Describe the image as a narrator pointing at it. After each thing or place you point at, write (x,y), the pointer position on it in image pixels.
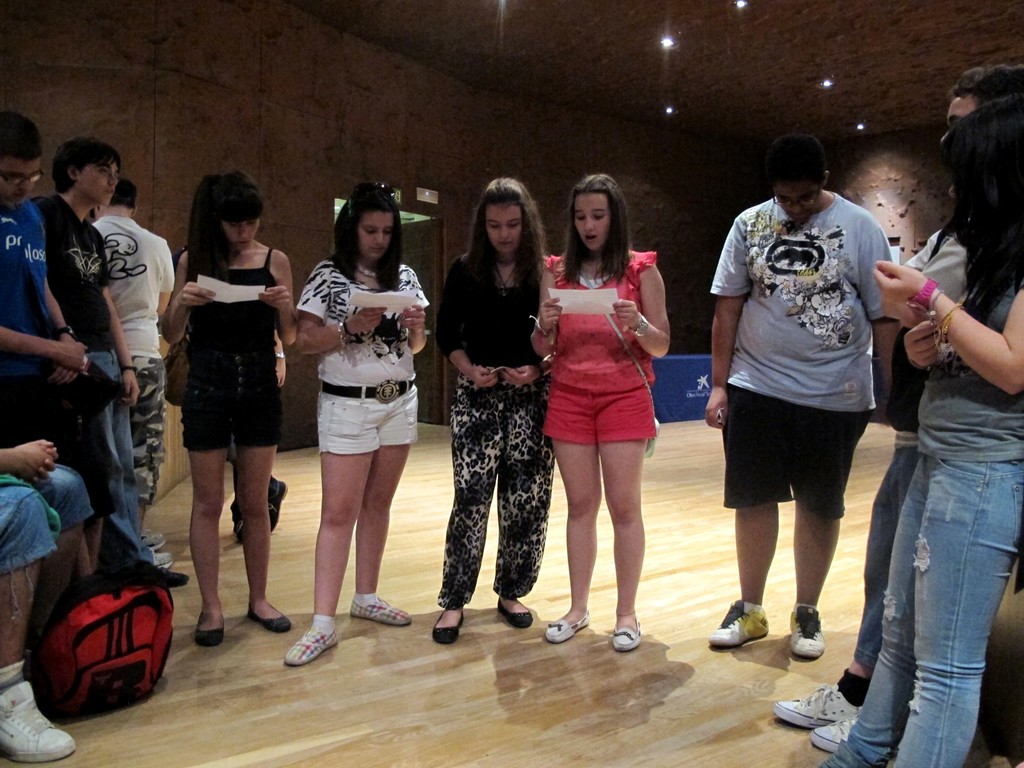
In this image, we can see a few people (934,582). We can see the ground (458,744) with some objects (141,629). We can see the wall (170,69) with a door (426,408). We can see some lights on the roof (742,90).
